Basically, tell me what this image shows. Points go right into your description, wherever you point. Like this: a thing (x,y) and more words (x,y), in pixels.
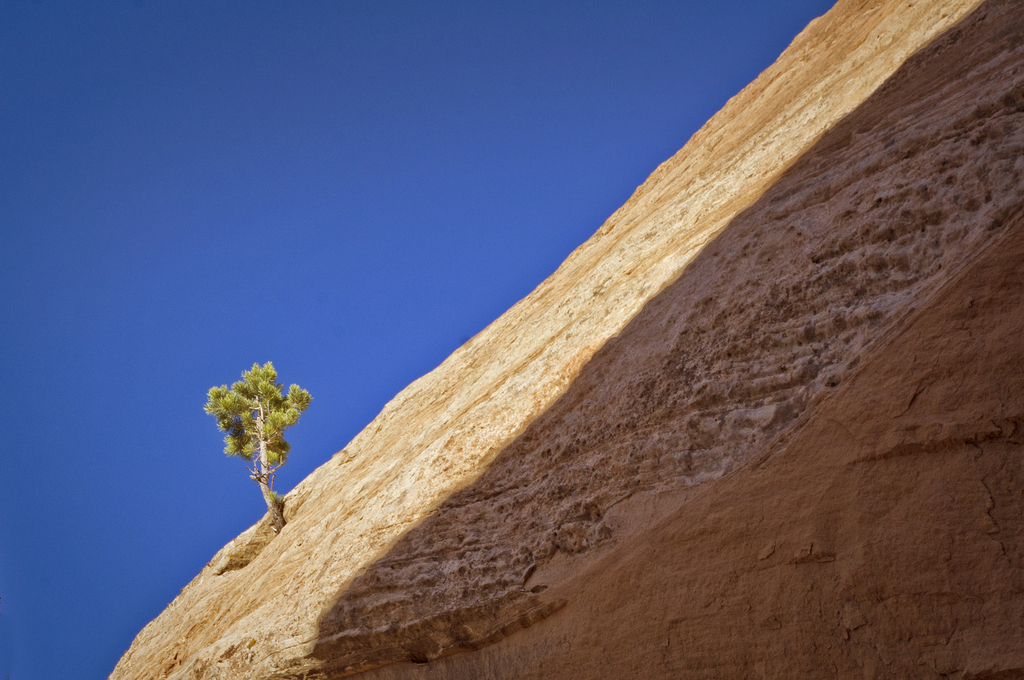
In the image we can see there is a tree (271,387) on the rock hill (430,452) and the sky (490,279) is clear.
